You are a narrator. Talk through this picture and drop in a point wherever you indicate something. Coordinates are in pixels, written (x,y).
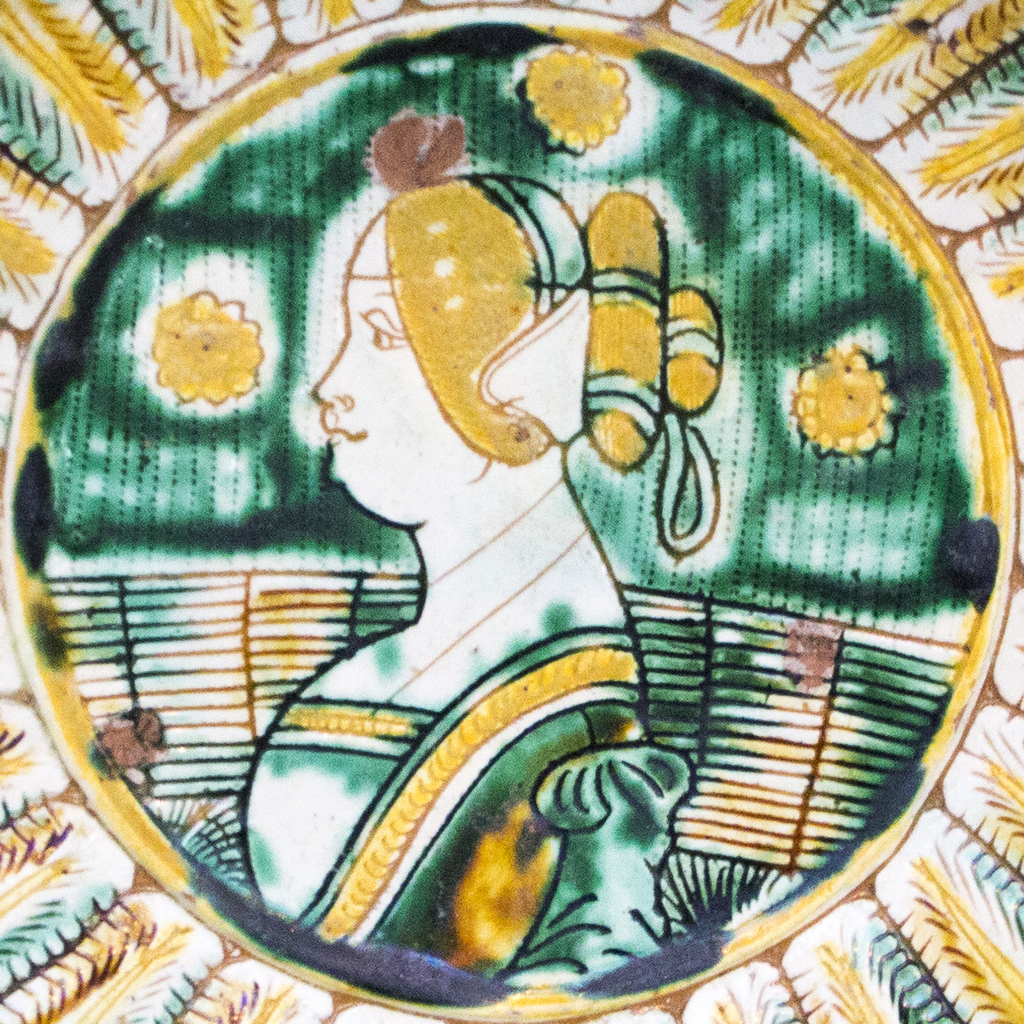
This is a drawing of a woman (452,331).
